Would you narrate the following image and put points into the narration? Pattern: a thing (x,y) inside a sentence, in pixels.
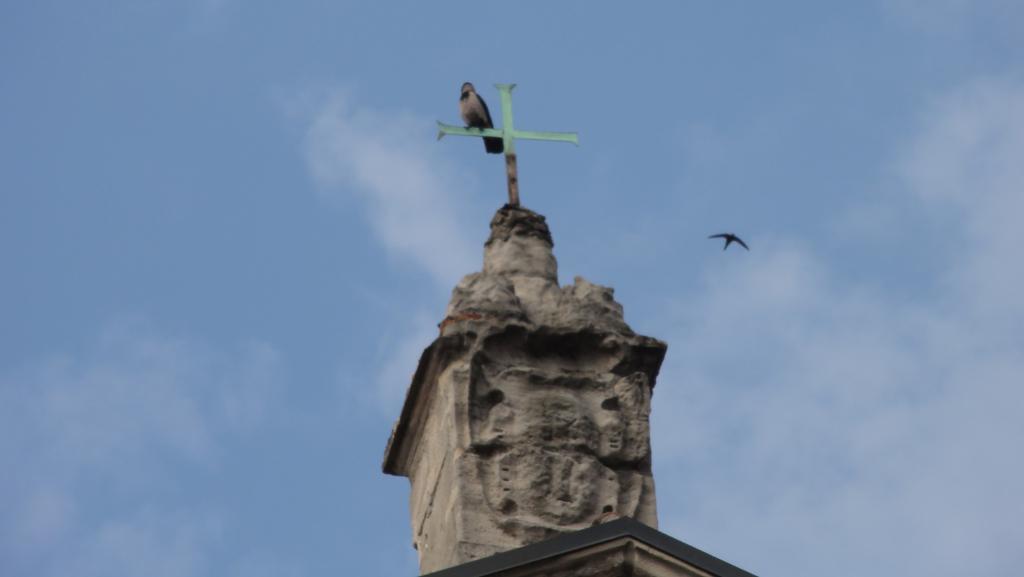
In the middle of the image (552,380) there is a statue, on the statue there is a bird (466,91). Behind the statue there are some clouds (805,336) and sky (393,185) and there is a bird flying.
